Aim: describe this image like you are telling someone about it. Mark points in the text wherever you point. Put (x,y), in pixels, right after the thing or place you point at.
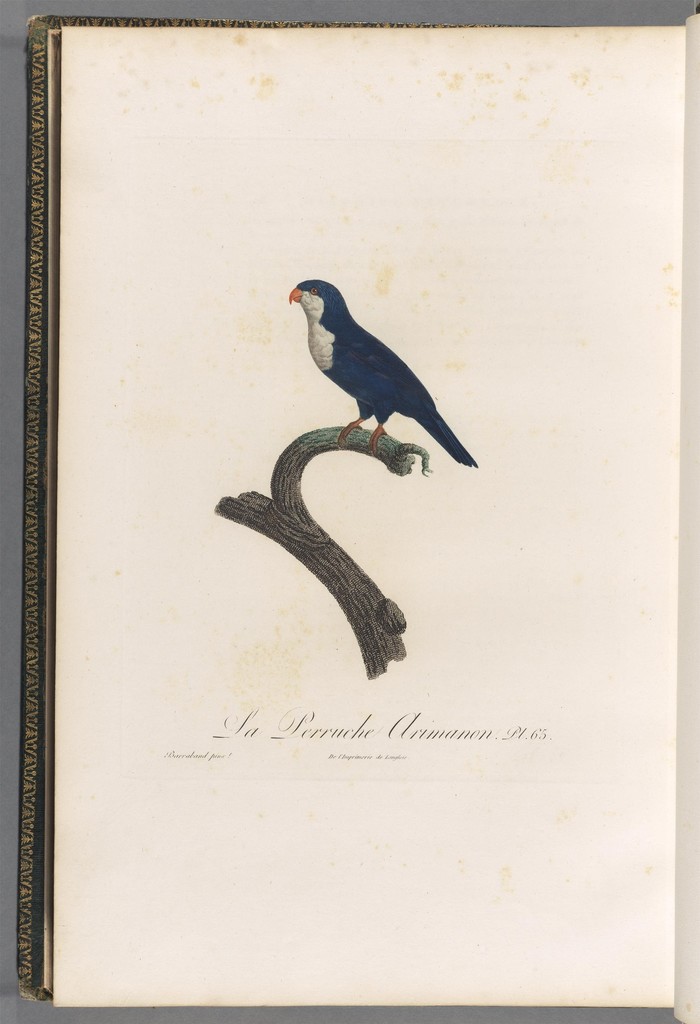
In the background (45,219) there is a book (22,680). In the middle of the image (248,361) there is a paper (157,197) in the book (145,193) with an image (366,391) of a bird (366,391) and a branch (372,618) of a tree (379,611) and there is a text (448,735) on the paper (364,737).
